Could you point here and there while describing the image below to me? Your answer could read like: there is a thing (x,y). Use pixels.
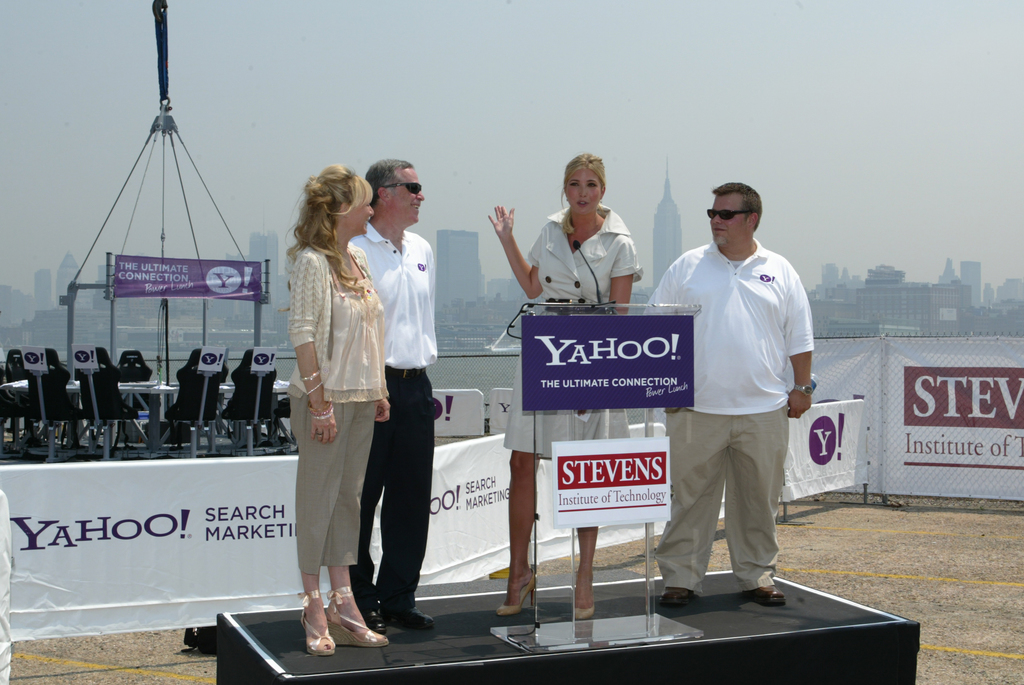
In this image I can see four people (343,304) standing in-front of the podium (554,306). I can see the mic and boards (598,472) attached to the podium (592,314). In the background (509,488) I can see many boards (478,544), chairs (191,394) and the banner (160,286) attached to the ropes (195,232). In the background (179,240) I can see many buildings (257,235) and the sky (489,68).
